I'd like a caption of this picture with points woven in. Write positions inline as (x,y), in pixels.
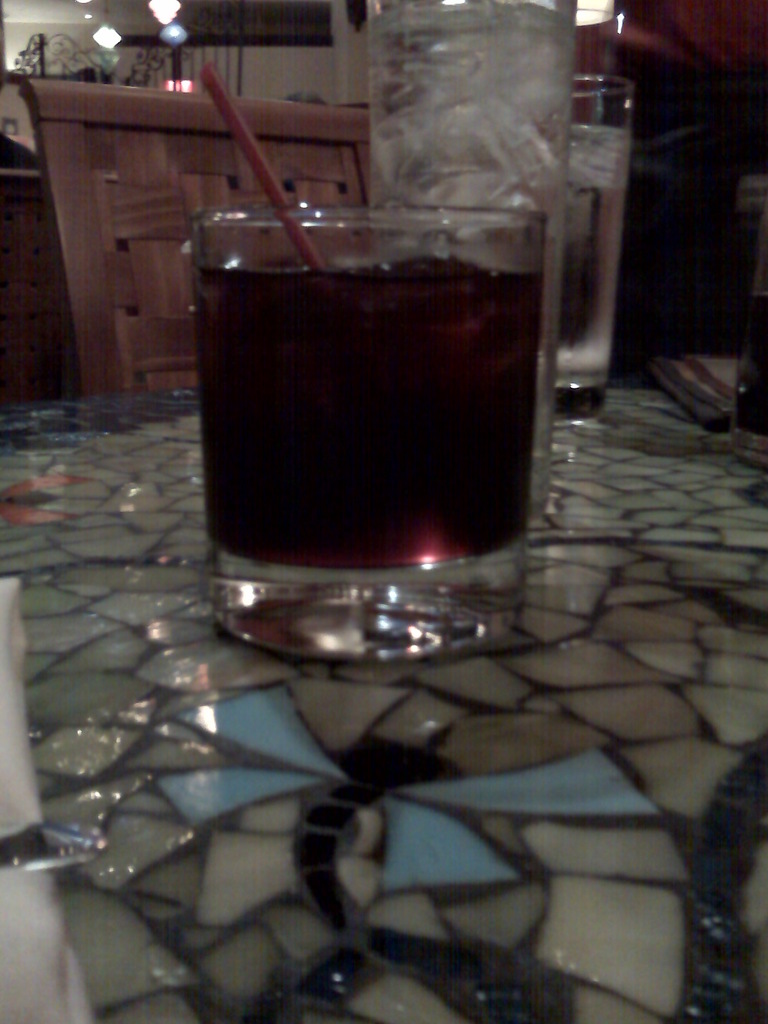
In this image there is a table (208,667) towards the bottom of the image (394,846), there are glasses (458,325) on the table (192,680), there is a straw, there is drink (215,302) in the glass (218,354), there is a chair (215,183), there is an object (12,766) towards the left of the image (29,805), there is an object (756,199) towards the right of the image (745,177), there is wall (287,50), there are lights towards the top of the image (163,17).
